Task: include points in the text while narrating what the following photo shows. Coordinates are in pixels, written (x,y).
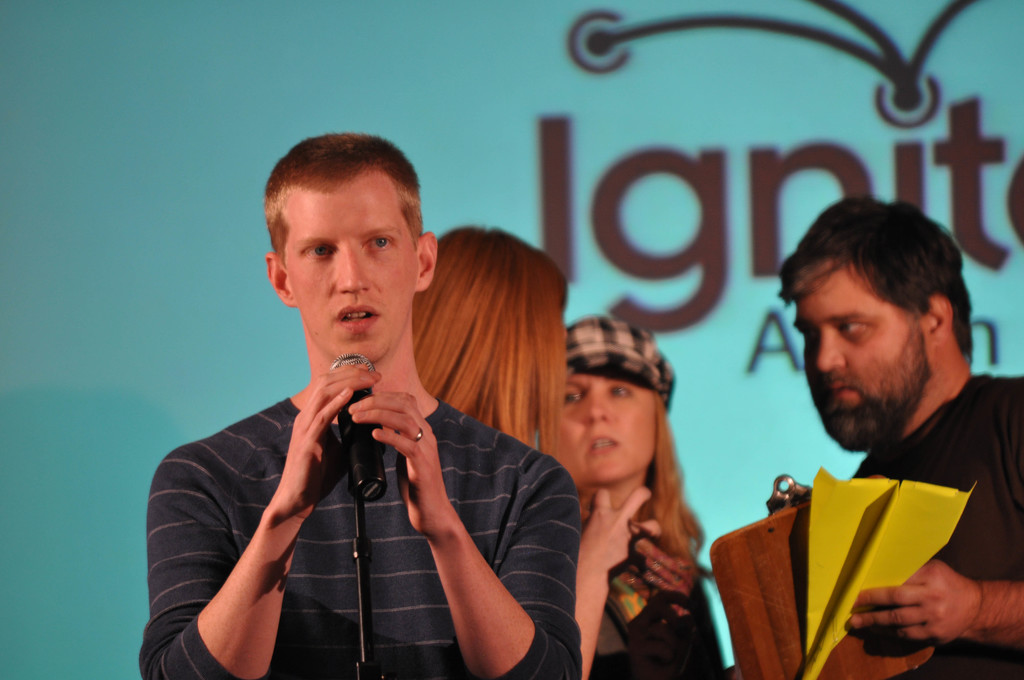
a person (378,322) standing in front of a microphone (363,438), two ladies (448,362) are standing behind a person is standing near to the ladies (616,395).
